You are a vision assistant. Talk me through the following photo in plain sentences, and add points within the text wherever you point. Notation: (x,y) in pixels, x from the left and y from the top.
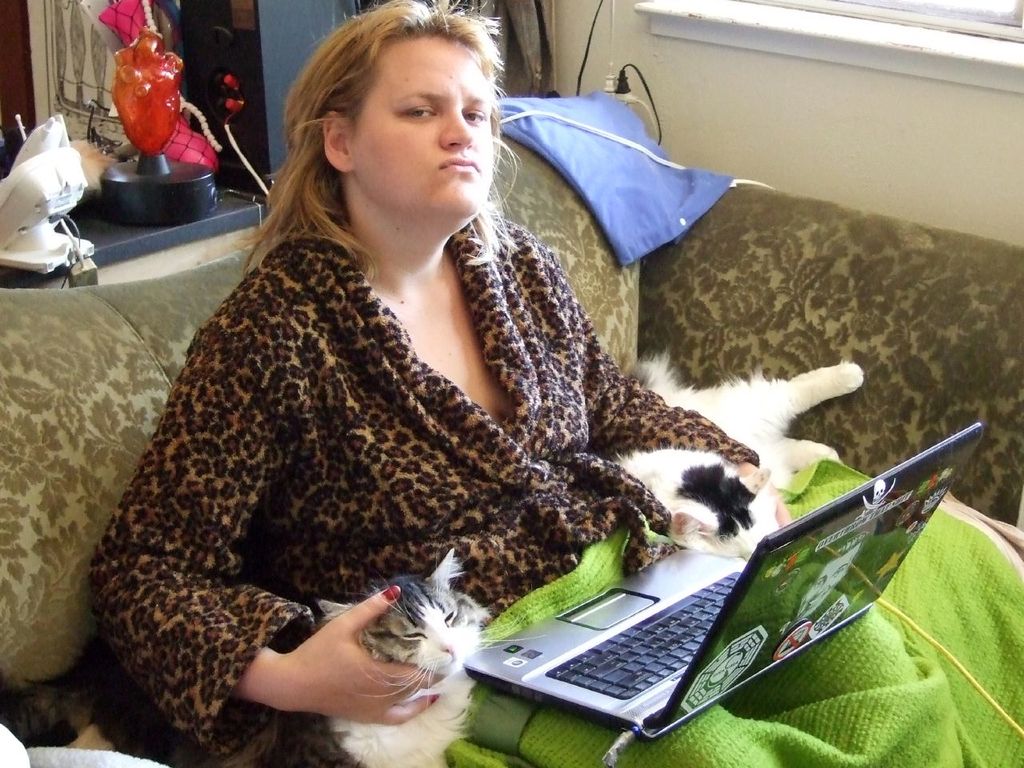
in the picture there is a woman (466,336) sitting on the chair (723,281) working on a laptop (691,599) with a cats (453,716) in her hands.
